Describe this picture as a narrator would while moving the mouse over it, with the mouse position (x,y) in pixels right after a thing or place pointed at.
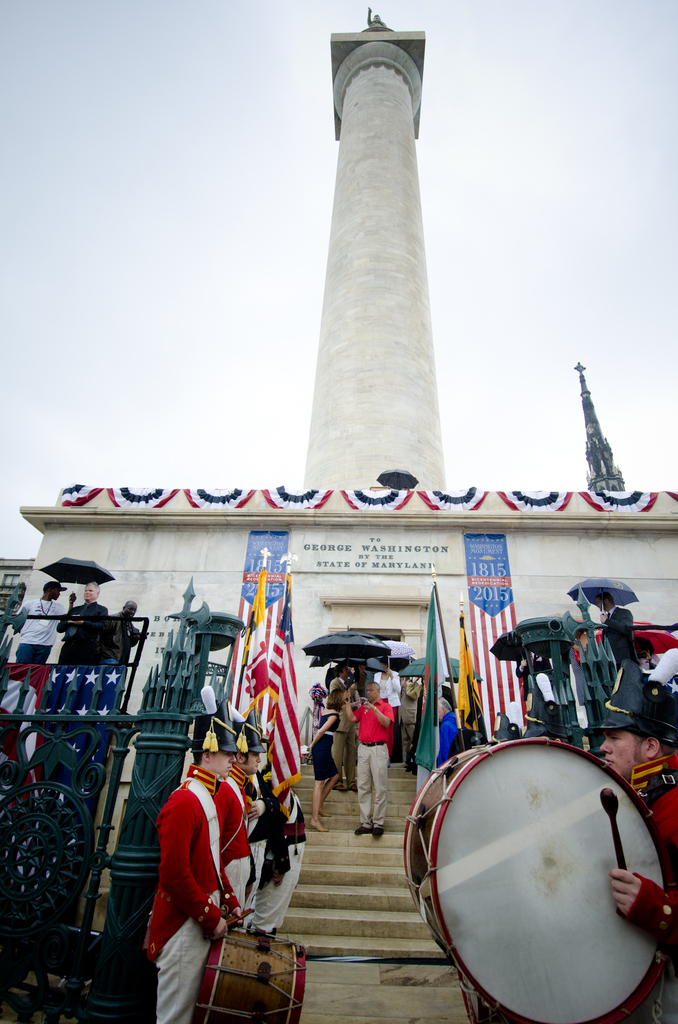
In this picture there are some people (168,948) standing and playing drums (227,973). There are two flags (258,676) on either sides of the steps (350,844). There are some people (348,745) standing. And in the background (342,592) there is a tall tower (369,225) and a sky (162,238) here.
